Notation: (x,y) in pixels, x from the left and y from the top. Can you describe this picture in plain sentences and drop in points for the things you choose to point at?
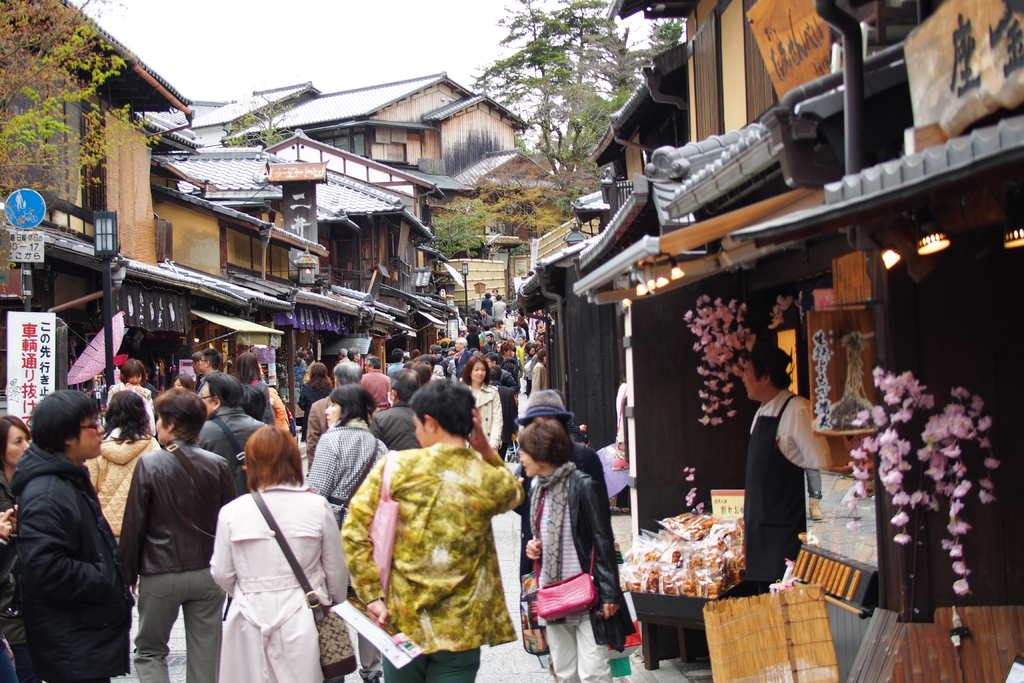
In this image, we can see buildings (646,79), trees (516,35), light poles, boards (23,199) and there are people (253,498), some are wearing bags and we can see lights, streamers (727,386) and there are some food items (675,530) and some other objects (783,603). At the top (241,41), there is sky (271,46).
